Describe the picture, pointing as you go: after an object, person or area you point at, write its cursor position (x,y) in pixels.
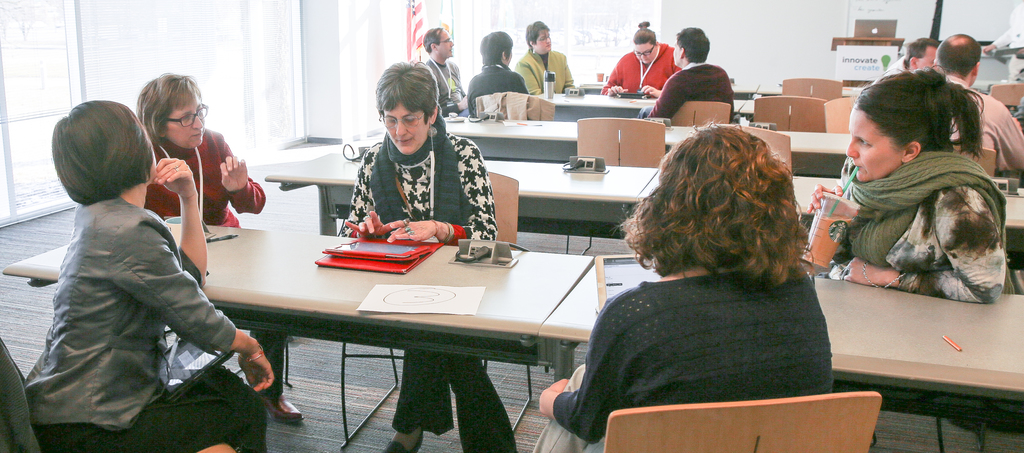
In the image we can see there are people (449,205) who are sitting on chair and on table (433,274) there are file (388,262), ipad (390,249), juice glass (831,229) and women (457,178) are wearing scarves (441,218) in their neck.
